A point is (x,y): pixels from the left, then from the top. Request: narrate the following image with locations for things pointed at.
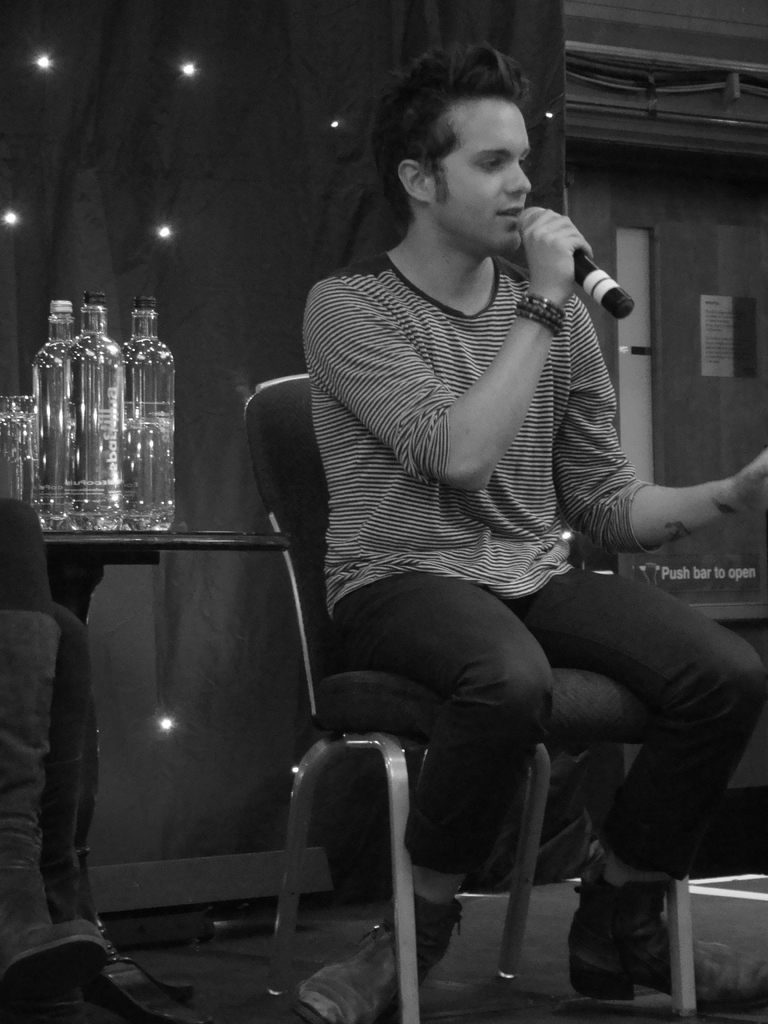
This is the picture inside of the room (560,723). There is a person (440,430) sitting on the chair (400,842) and he is talking and he is holding microphone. At the back (224,200) there is a curtain (289,99). There are bottles (67,502) on the table (133,554), at the right (675,341) there is a door (656,338).
